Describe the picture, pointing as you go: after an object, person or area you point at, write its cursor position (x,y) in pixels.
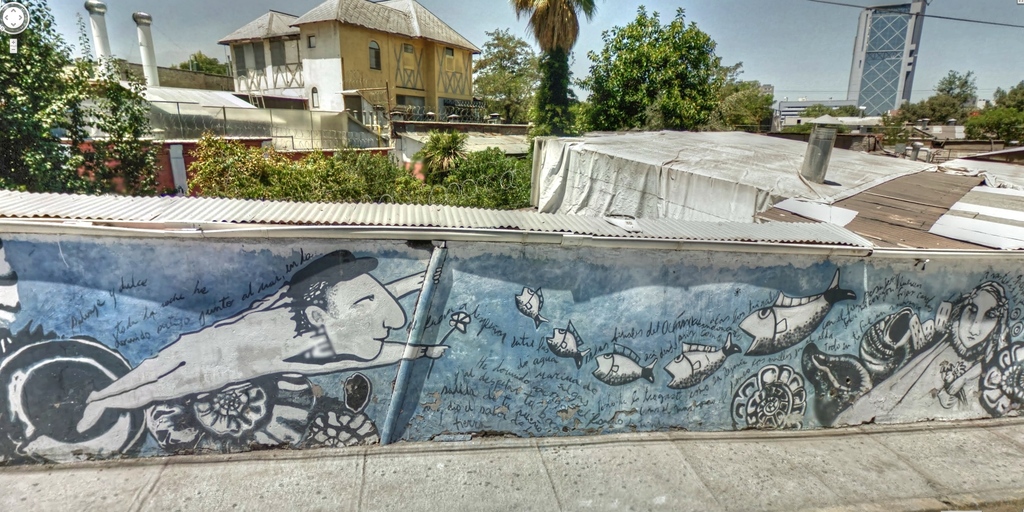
In this image I can see the wall (314,334) in the front (544,326) and on it I can see different types of paintings (465,329). I can also see something is written on the wall (373,346). In the background (668,217) I can see number of buildings (457,87), number of trees (482,103) and the sky (474,10). On the top right side of the image (861,8), I can see a wire (831,2) and on the top left corner of the image (16,4) I can see a white colour thing (5,10).
